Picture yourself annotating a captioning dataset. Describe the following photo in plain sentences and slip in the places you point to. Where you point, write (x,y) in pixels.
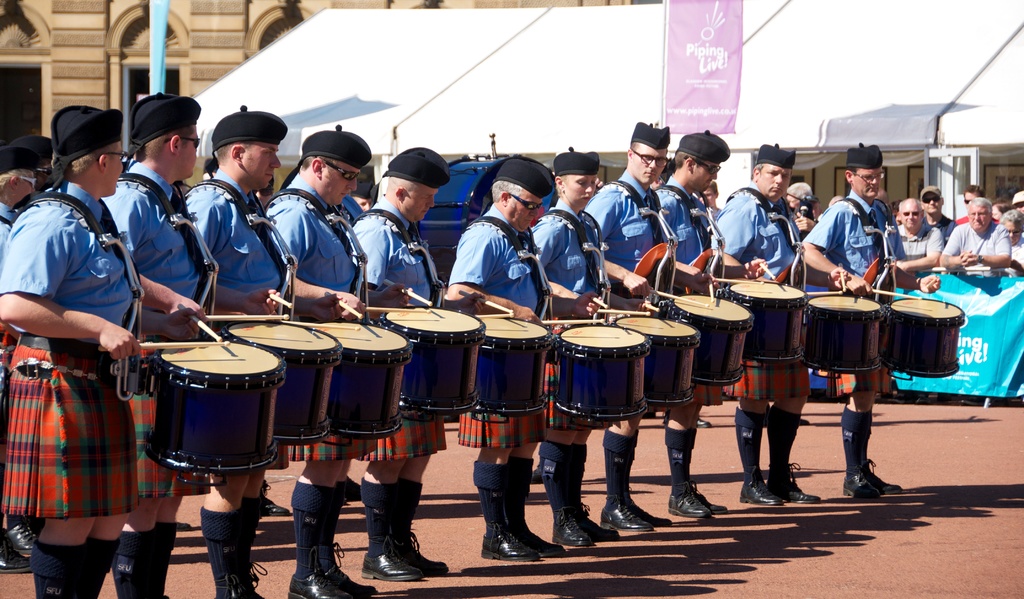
In this image I can see group of people (479,242) among them these people (418,278) are wearing uniforms (331,278) and playing musical instruments (433,317). In the background (270,27) I can see a building (228,35), fence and other objects (989,285).
